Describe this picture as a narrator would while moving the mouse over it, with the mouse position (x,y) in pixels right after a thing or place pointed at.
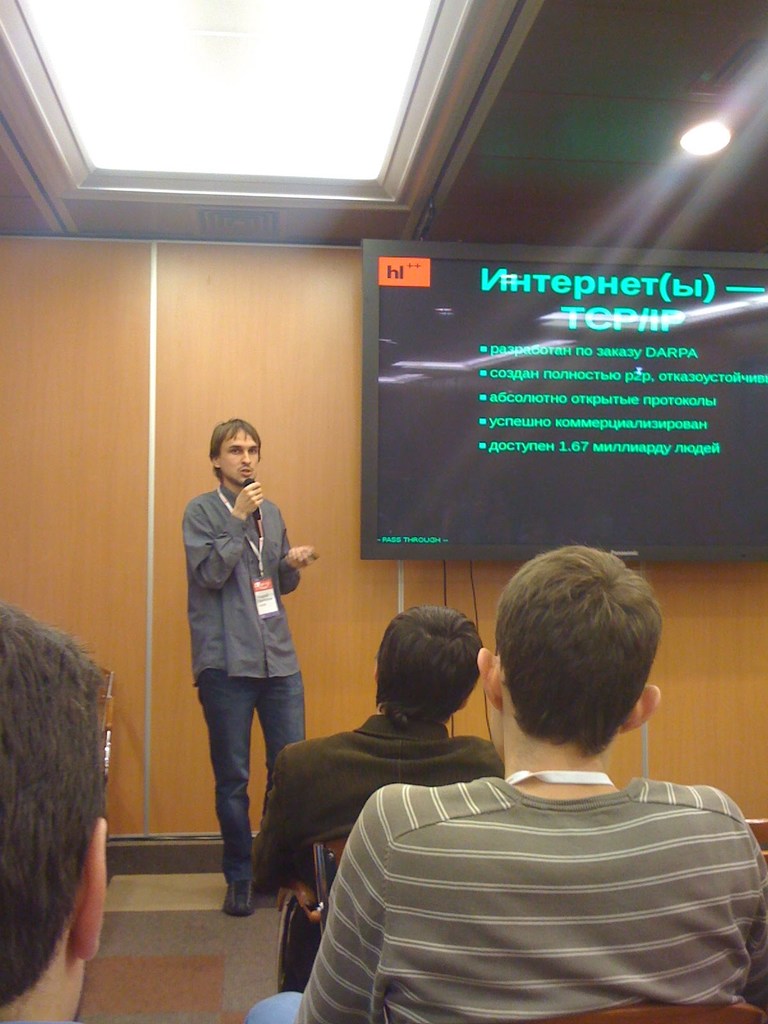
Screen (590,526) is on wall (318,328). Light (693,132) is attached to ceiling (696,78). This man (231,556) is standing, wore id card (261,583) and holding a mic (254,483) near his lips (243,474). These people (322,792) are sitting on chairs (297,903).
